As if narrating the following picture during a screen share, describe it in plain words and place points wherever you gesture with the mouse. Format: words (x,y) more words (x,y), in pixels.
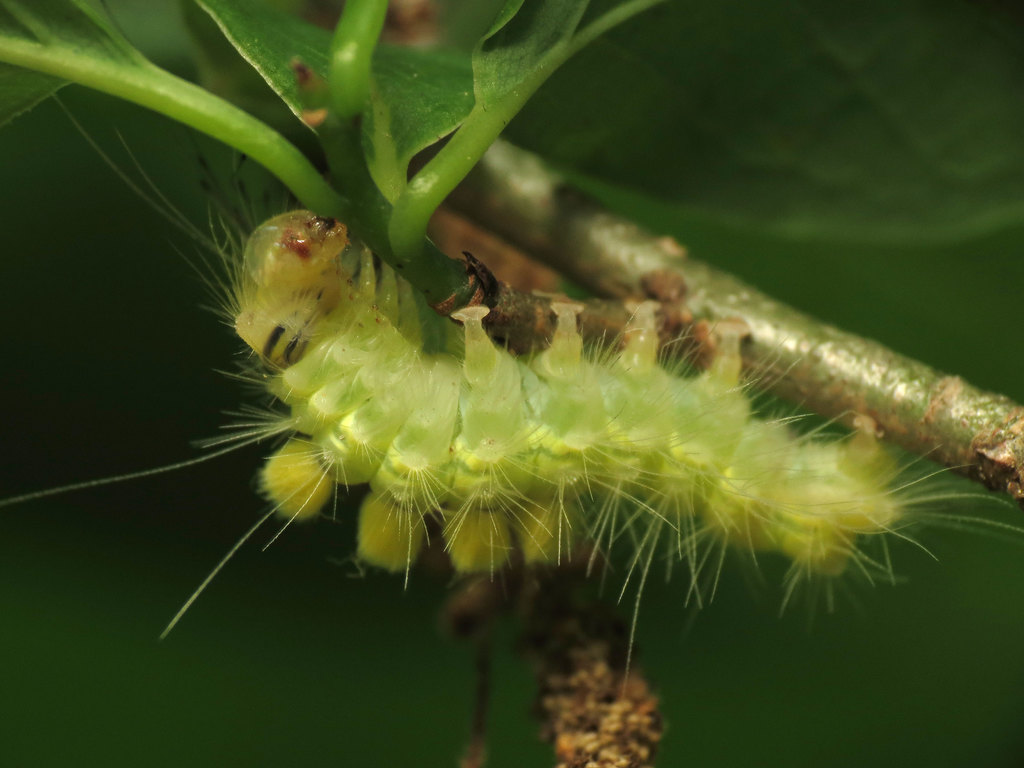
In the foreground of this image (616,491), there is an insect (648,386) on the stem (698,303). At the top (380,78), there are leaves (378,87) and there is a green background (364,644).
